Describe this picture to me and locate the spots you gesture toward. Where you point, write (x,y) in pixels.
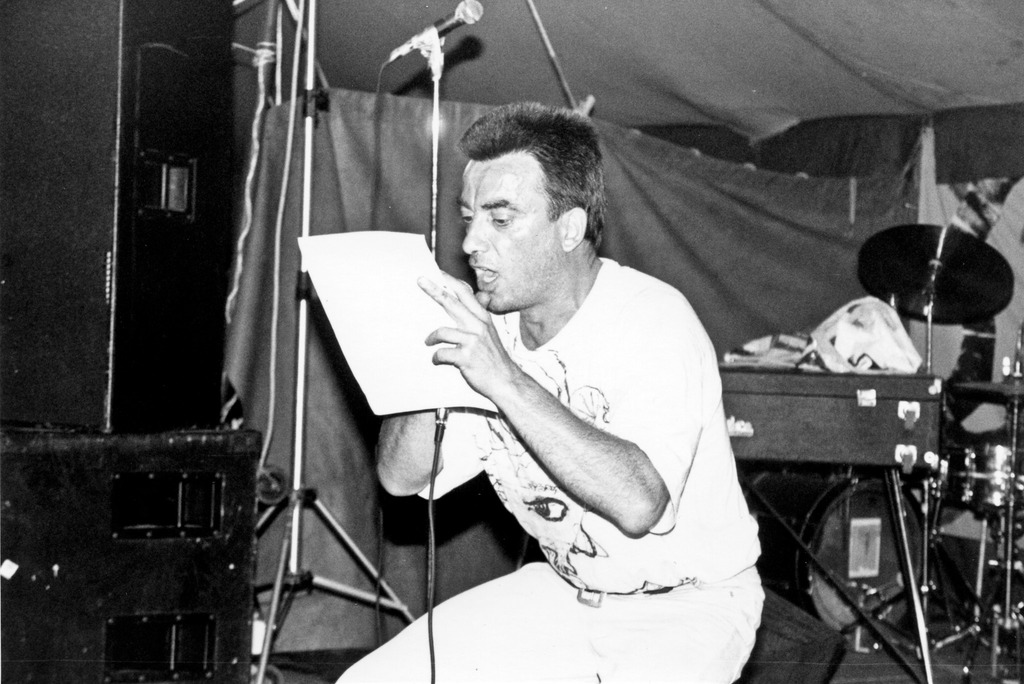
In the picture we can see a man (610,662) singing a song into the microphone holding a paper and beside him we can see a microphone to the stand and in the background (856,535) we can see the musical instruments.
